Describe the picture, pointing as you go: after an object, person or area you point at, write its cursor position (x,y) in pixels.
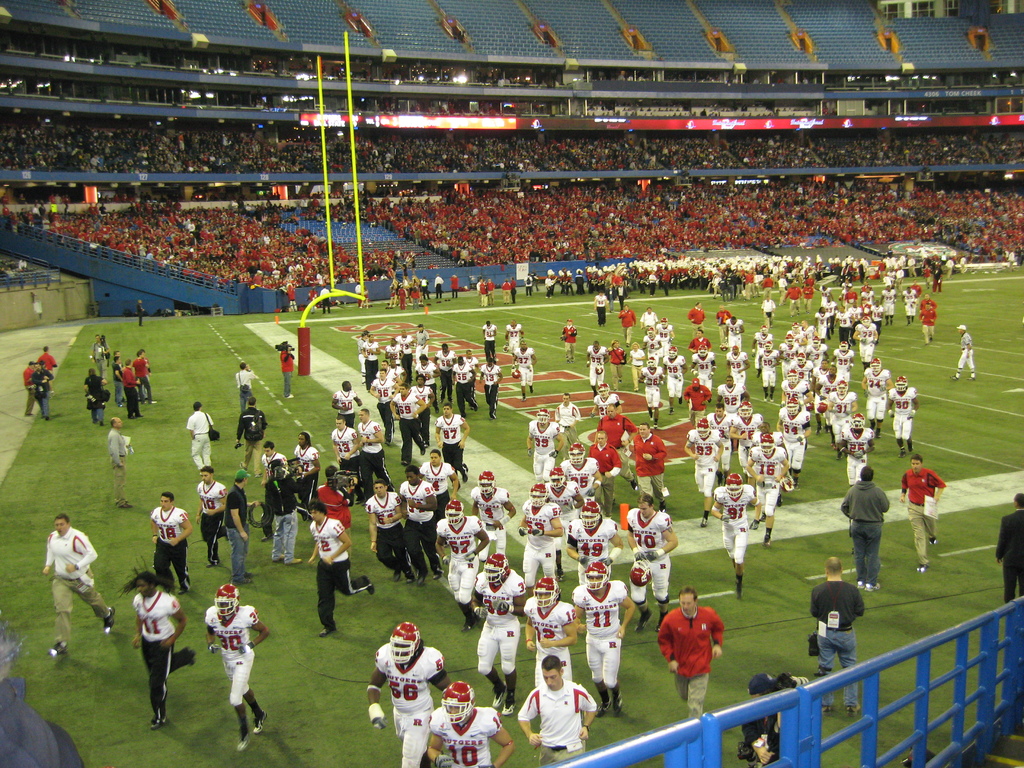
In the foreground (737,670) I can see a fence (786,728), crowd (829,660) on the ground (747,615), box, staircase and boards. In the background (950,221) I can see a crowd (654,188) in the stadium (466,169), lights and buildings (1013,5). This image is taken may be during night on the ground (580,438).
